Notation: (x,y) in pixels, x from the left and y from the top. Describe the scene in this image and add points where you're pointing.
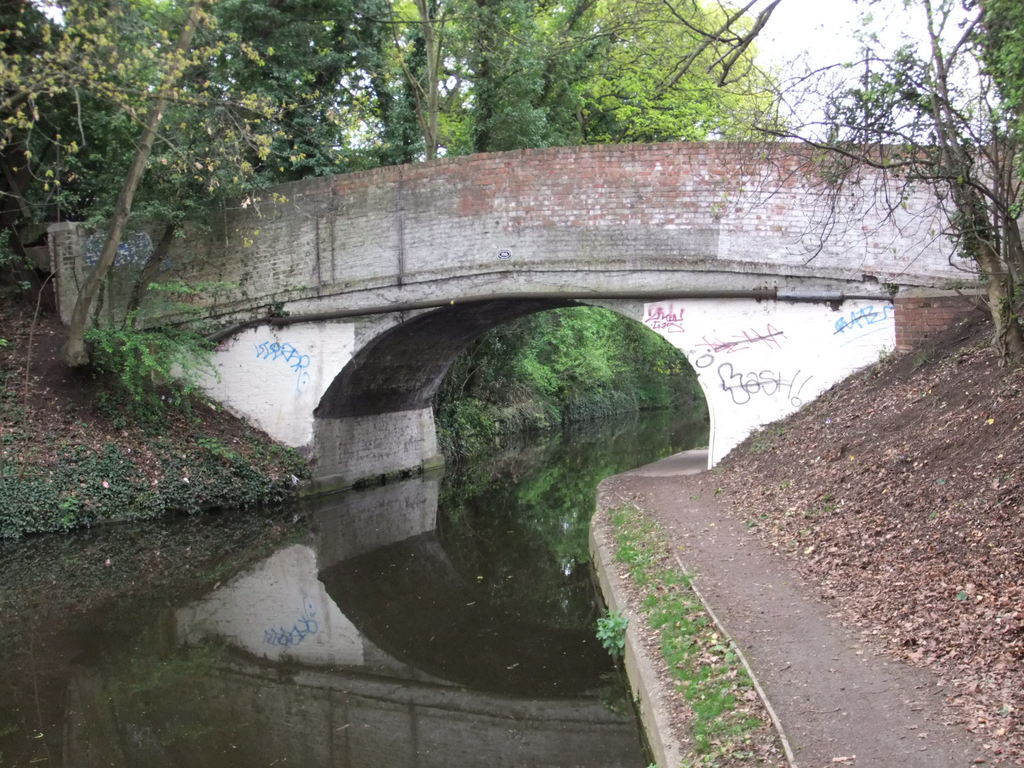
At the bottom of the picture (402,621), we see water (388,604) and this water (371,593) might be in the canal (505,545). On the right side (897,490), we see the trees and the dry leaves (949,368). In the middle (358,282), we see an arch bridge (394,263). On the left side (107,102), we see the trees (157,372), dry leaves (143,452) and twigs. There are trees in the background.
